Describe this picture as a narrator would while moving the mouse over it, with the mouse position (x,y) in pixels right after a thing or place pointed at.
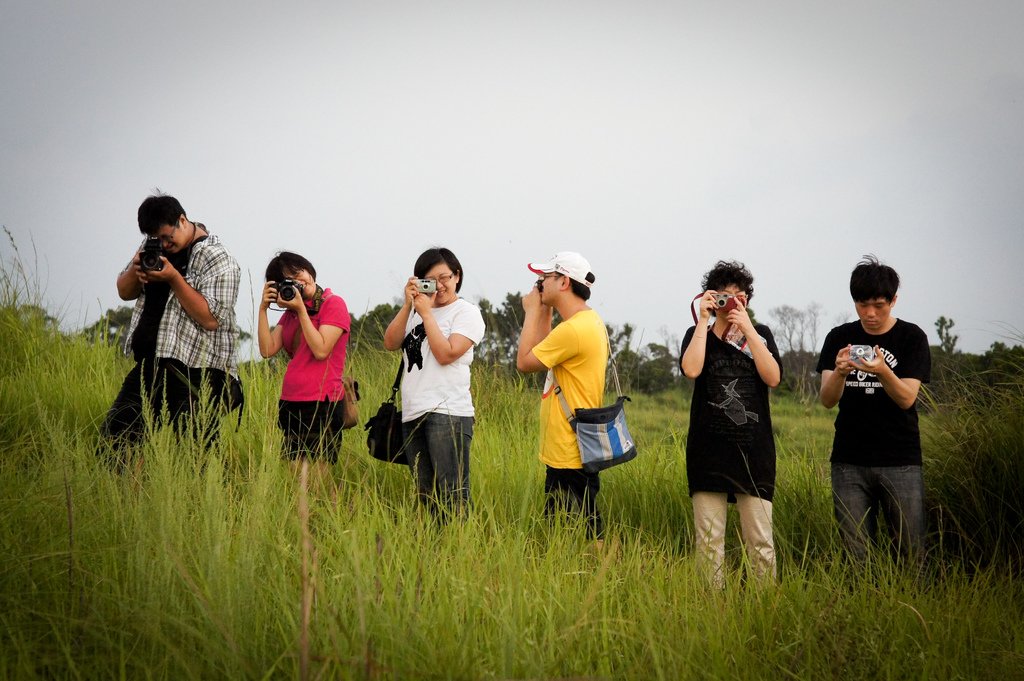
In the foreground (122,410) I can see six persons (860,499) are standing on the grass (785,470) and are holding cameras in their hand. In the background (121,218) I can see trees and the sky (292,114). This image is taken may be in a farm (675,544) during a day.
